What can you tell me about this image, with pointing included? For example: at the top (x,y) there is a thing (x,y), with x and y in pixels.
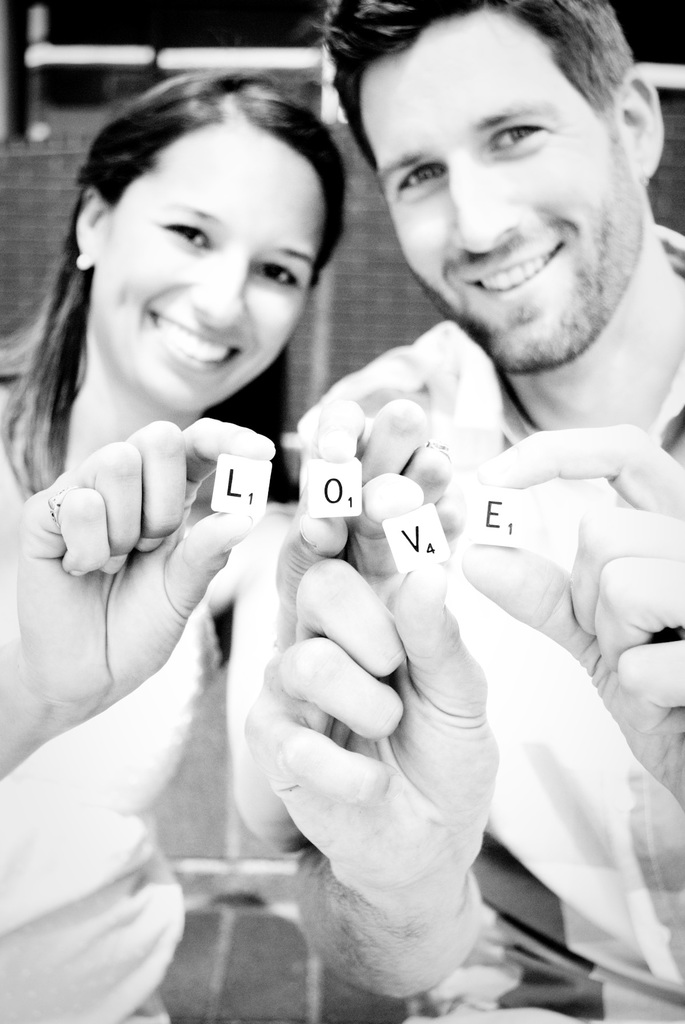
In this picture we can see a man (381,710) and woman (238,758), they both are smiling, and it is a black and white photography.
